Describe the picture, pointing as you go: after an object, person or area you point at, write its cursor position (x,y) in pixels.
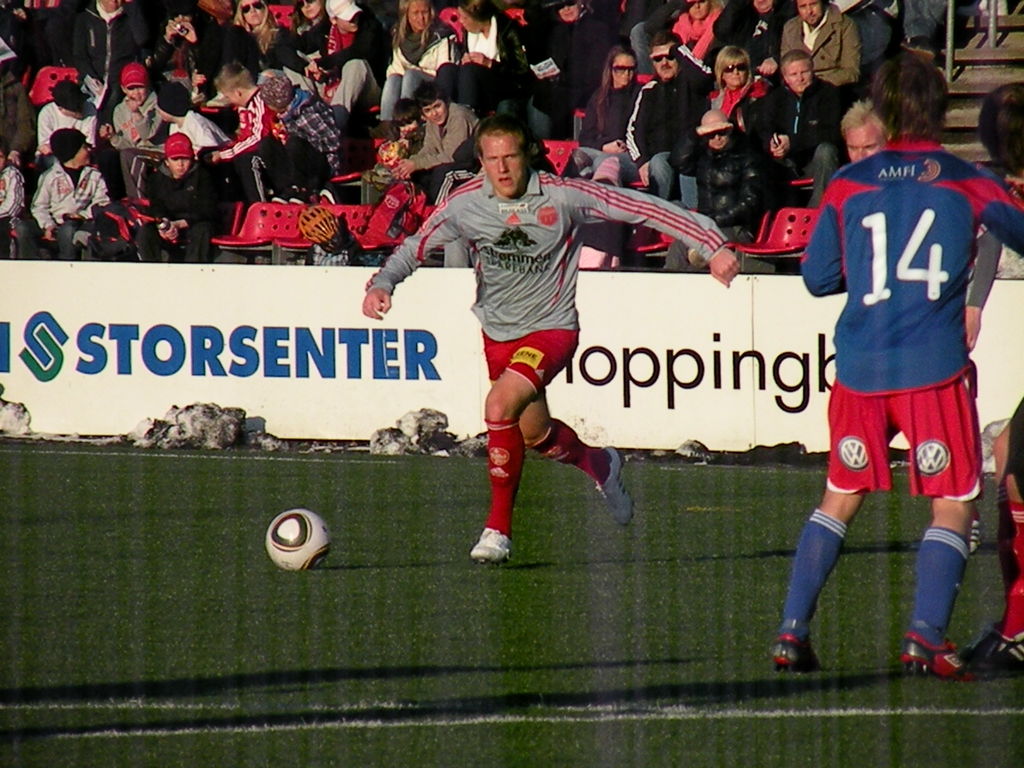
In the image we can see there are people (919,446) in the ground (464,467) they are playing and they are wearing clothes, socks (516,486) and shoes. There is a ball (319,549) on the grass (460,663) and white line (642,714) as well. We can even see posters (363,364). Here we can see the audience (290,155) sitting, they are wearing clothes (462,121) and some of them are wearing cap (172,113) and goggles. Here we can see the stairs (975,65) and the poles (946,58).
